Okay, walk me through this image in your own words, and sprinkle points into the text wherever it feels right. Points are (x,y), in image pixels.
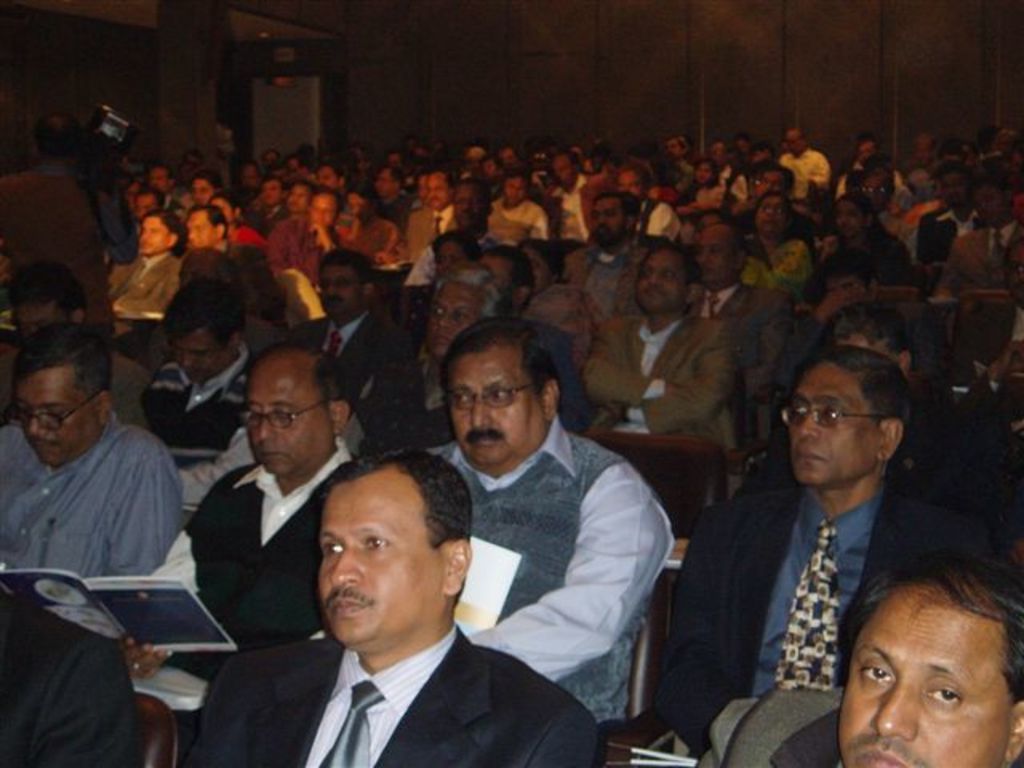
In this picture we can see a group of people (431,643) sitting on chairs (702,500), some objects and in the background (859,58) we can see the wall (517,68).
